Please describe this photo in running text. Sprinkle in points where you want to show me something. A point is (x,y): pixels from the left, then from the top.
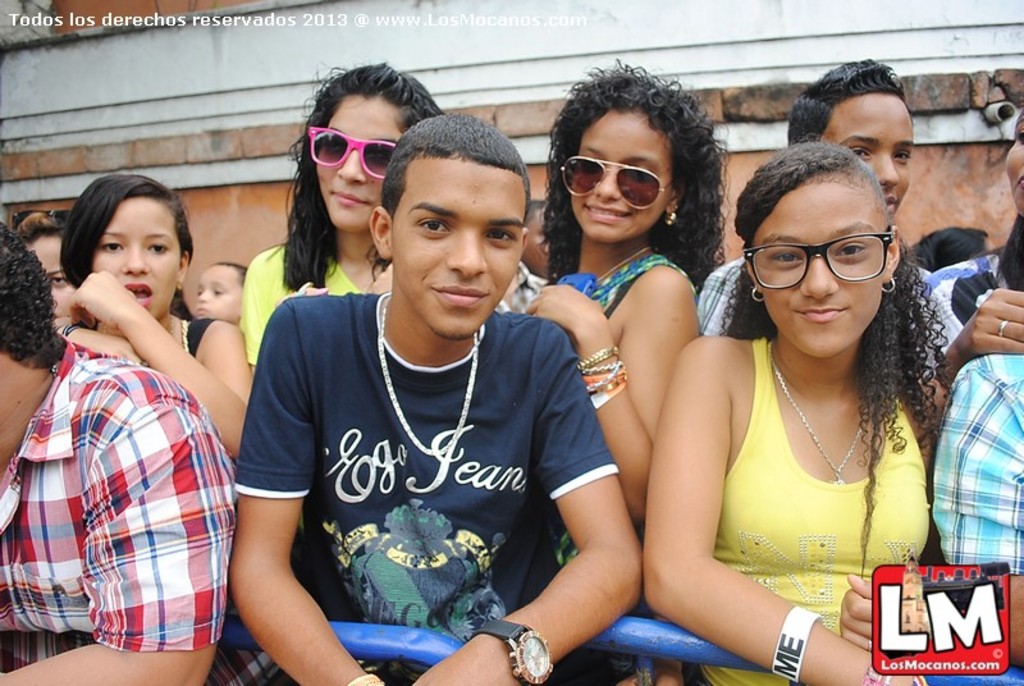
In this picture there is a boy (495,226) who is wearing t-shirt (509,522), watch (506,627) and he is standing near to the blue pipe (433,640), beside him there is a girl (866,366) who is wearing spectacle (803,279), earrings (753,290), locket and yellow t-shirt (830,553). Behind him there are three women (575,217) who are smiling. On the left (88,536) there is a man (92,497) who is wearing a shirt (82,486). On the top right (861,105) there is a man (876,131) who is wearing a shirt (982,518) and he is standing near to the woman (981,263) who is wearing the same dress (980,275). In the back (757,92) I can see the wall (762,119) of the building (753,65). In the top left corner (9,24) there is a watermark (332,20).
